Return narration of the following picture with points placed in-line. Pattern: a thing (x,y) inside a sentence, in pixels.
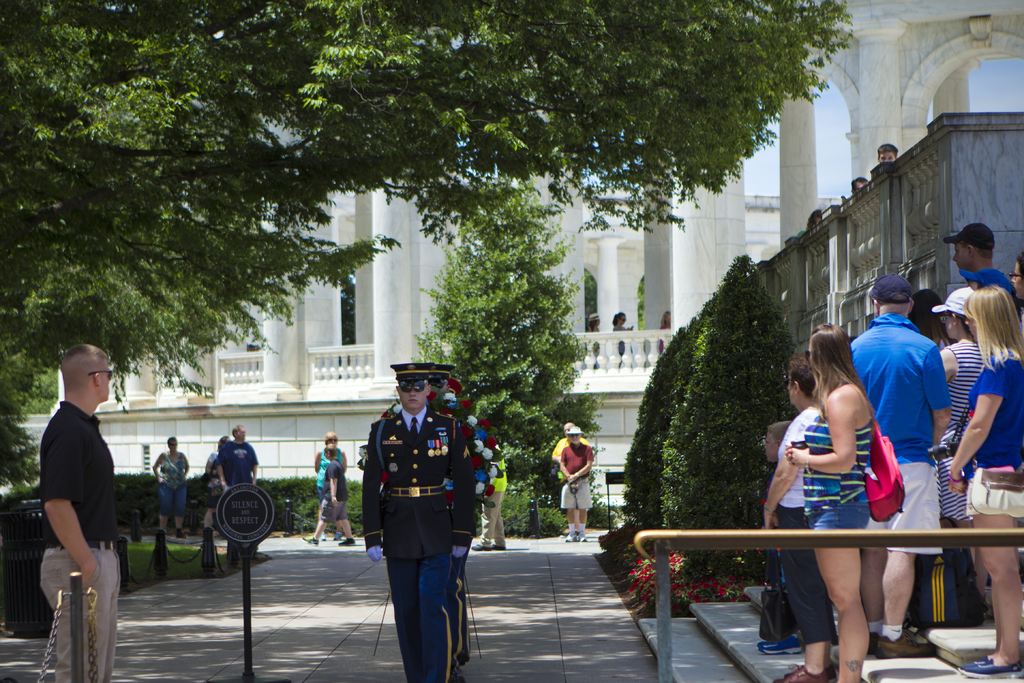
This picture might be taken from outside of the city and it is sunny. In this image, on the right side (1021,191), we can see a group of people (846,406) standing on the staircase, trees (769,401) and a building (810,247), in the building (884,205), we can also see a group of people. In the middle of the image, we can see few people (422,549) are walking on the land (476,657) and few people (214,501) are standing. On the left side (81,440), we can see a man (81,440) wearing a black color shirt (89,458) is standing, chains (50,641) and a board (238,510), trees (20,428). In the background (519,463), we can see some trees (637,476), building (361,372), pillars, in the building (640,384), we can see a group of people (592,321).
